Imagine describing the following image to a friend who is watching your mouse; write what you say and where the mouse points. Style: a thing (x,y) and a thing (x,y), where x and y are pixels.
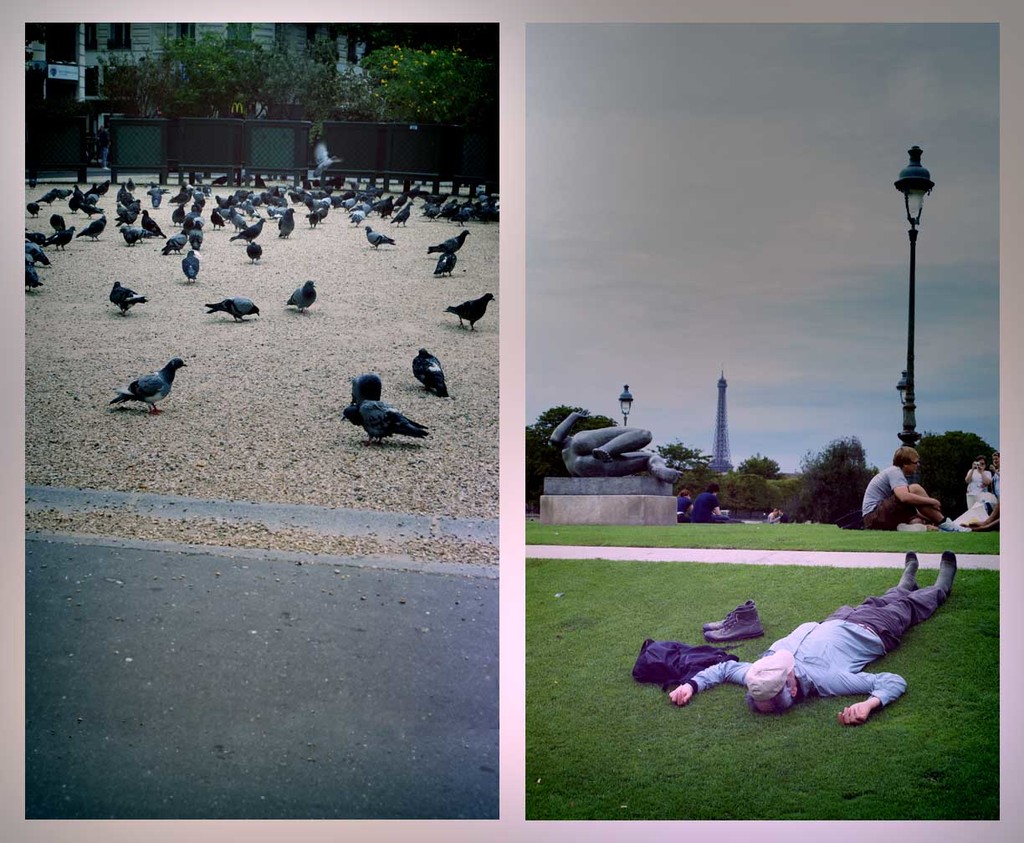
In this picture there are two collage photographs in the image. On the left side (307,408) there are some pigeons (388,406) on the ground (242,410). On the right (798,673) we can see a man (847,643) is lying in the garden (791,588). Behind we can see statue (644,439) and lamp post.
